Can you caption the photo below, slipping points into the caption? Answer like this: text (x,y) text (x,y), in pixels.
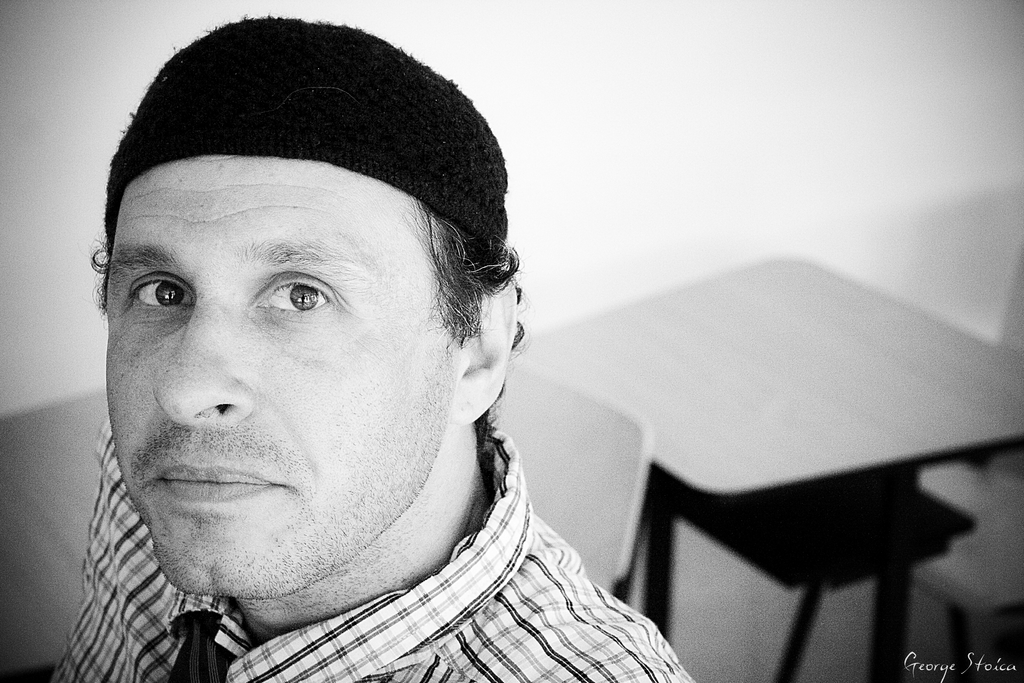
As we can see in the image, there is a white color wall (606,157), chair (581,418), table (867,420) and a man (207,418).
